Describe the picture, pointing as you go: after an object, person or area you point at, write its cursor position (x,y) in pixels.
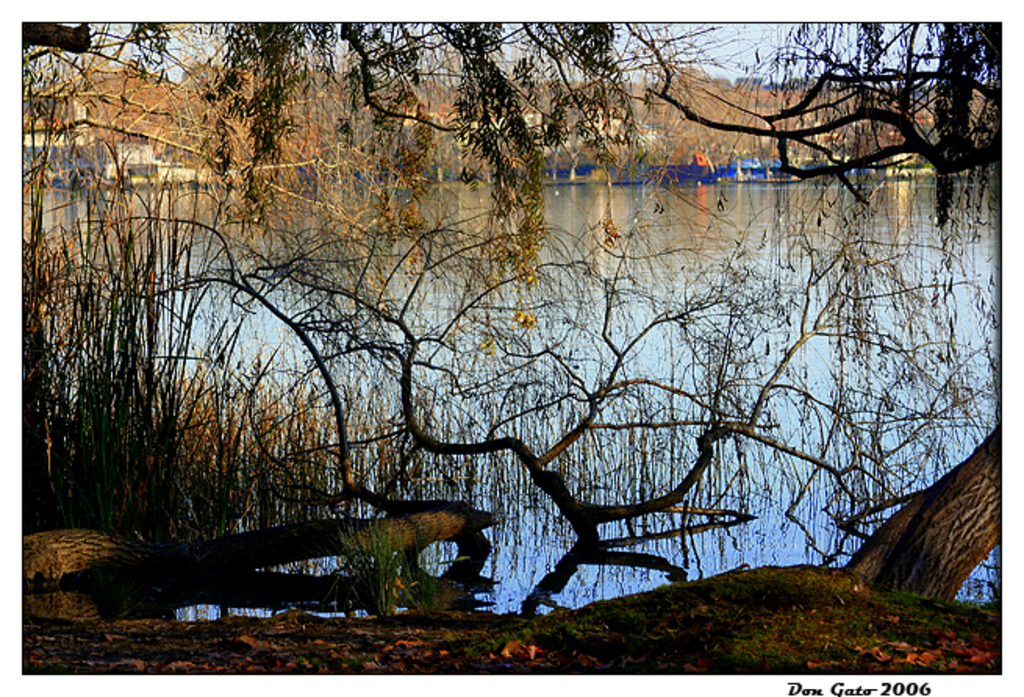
In the foreground of the image (703,426) we can see a group of trees (452,521). In the center of the image (484,248) we can see a lake (744,213) with water (755,219). In the background (155,166), we can see a building (141,164) and the sky (731,67). At the bottom (888,690) we can see some text (831,686).
